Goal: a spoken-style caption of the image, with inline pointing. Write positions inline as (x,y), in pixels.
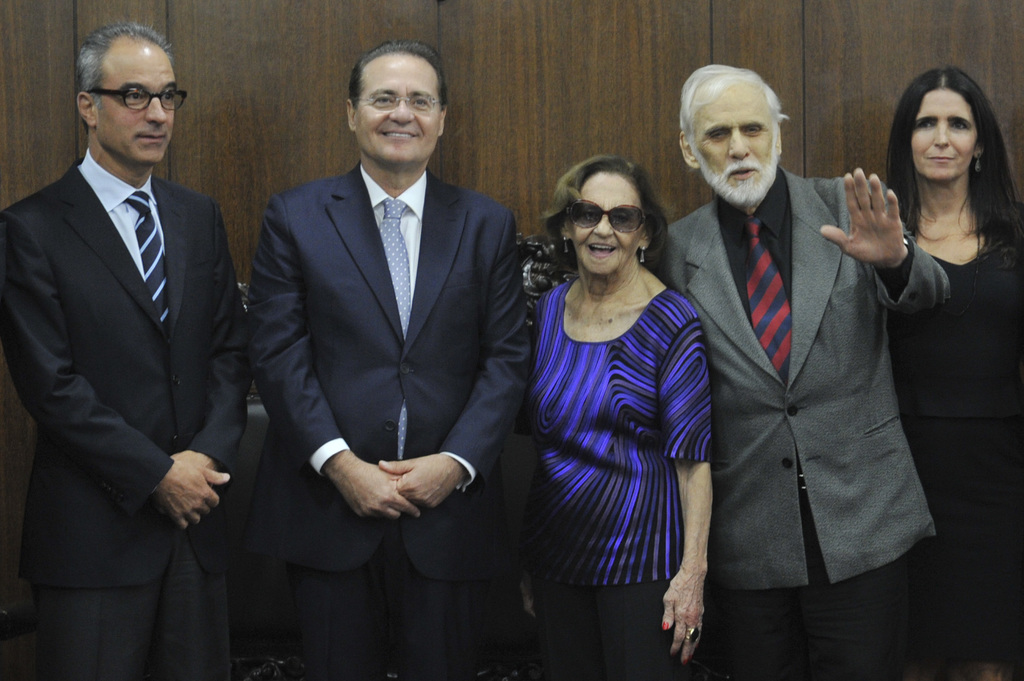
In this picture at the center (385,229) I can see a group of persons (386,190) are standing and they are laughing, in the background (766,44) it looks like a wooden wall (667,154).
